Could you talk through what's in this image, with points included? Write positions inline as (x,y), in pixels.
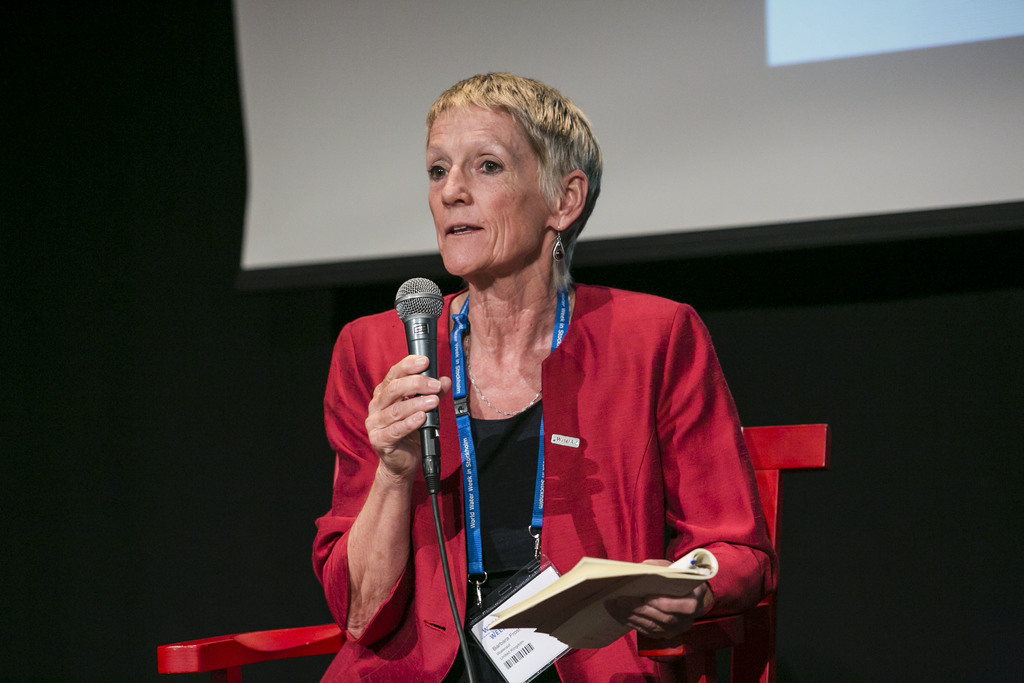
In this image i can see a woman (375,334) holding a mike (422,316) on her hand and her mouth (478,226) is open and holding a book (581,591) on another hand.
